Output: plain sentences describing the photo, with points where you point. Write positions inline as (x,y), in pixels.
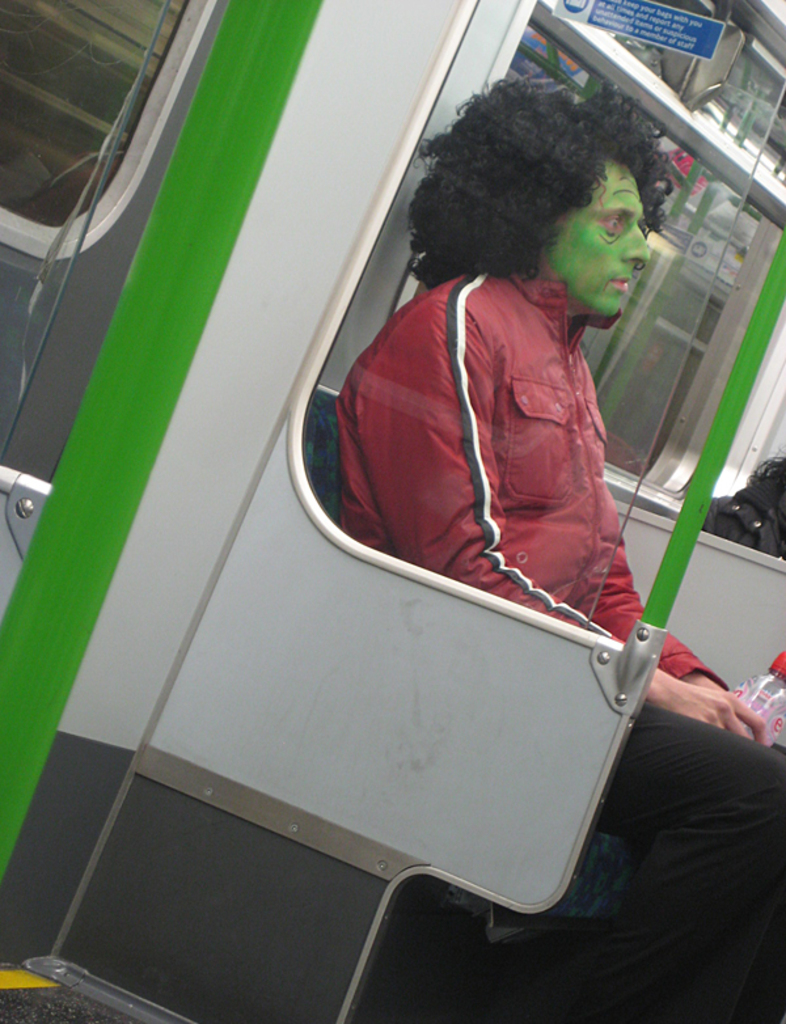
In this image there is one person (423,479) sitting in a metro train (263,487) on the right side of this image (557,468) and he is holding a bottle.
